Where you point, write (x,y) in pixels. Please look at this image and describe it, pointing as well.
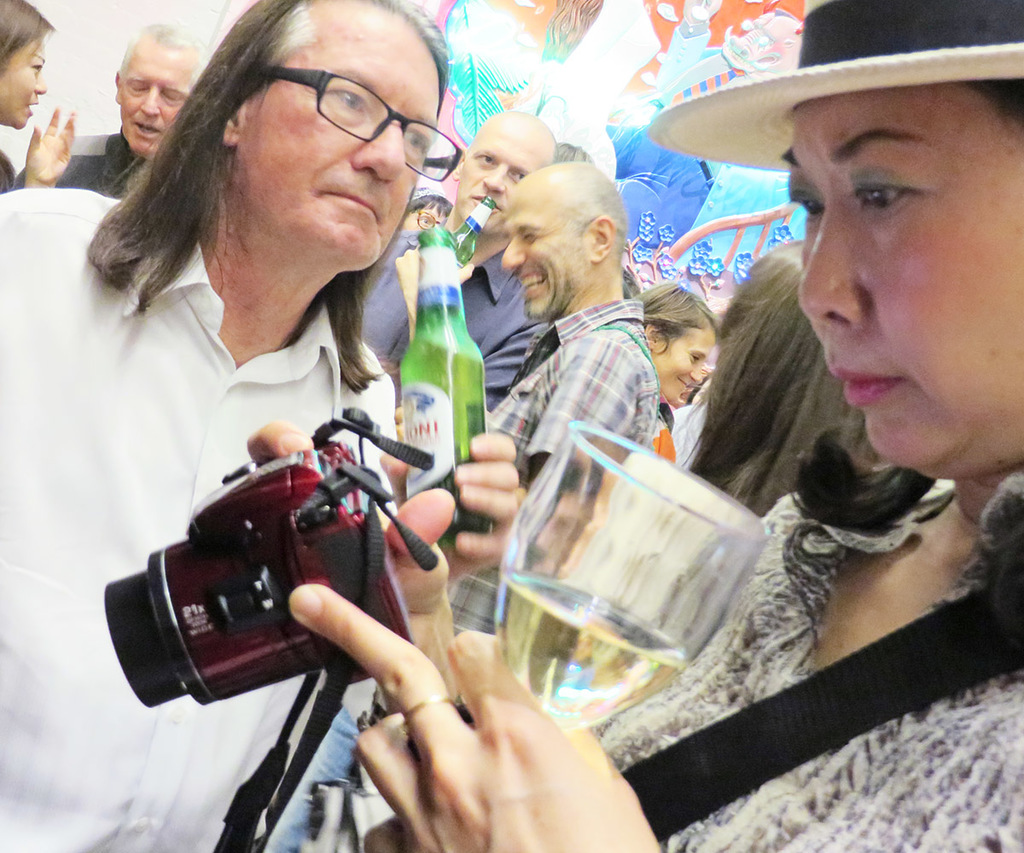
Here we can see that a woman (827,108) is standing and holding a wine glass (736,503) in her hand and looking at camera, and in front (208,378) a person (200,313) is standing and holding a beer bottle (429,311) in his hand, and at back (561,258) a person (538,272) is smiling, and a group of people (547,265) standing.
